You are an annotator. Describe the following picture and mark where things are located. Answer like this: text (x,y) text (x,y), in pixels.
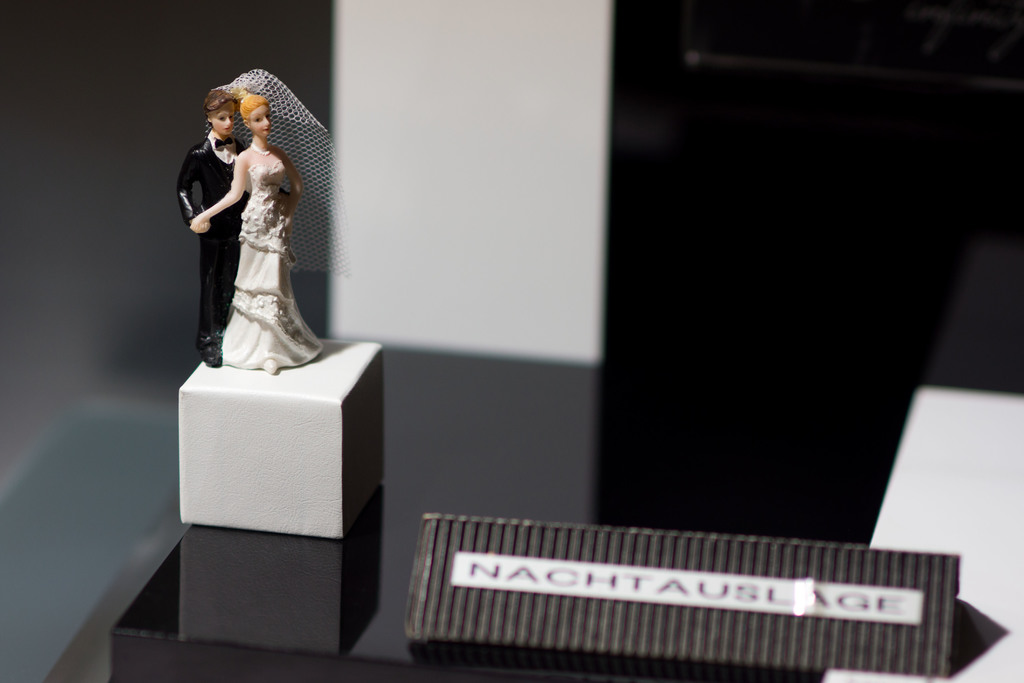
In this image in front (169,670) there is a table (410,477). On top of it there is a name board (579,578) with some text (675,590) on it. There are depictions of people (283,211) on the cube (306,401). In the background of the image (311,75) there is a wall (417,90).
